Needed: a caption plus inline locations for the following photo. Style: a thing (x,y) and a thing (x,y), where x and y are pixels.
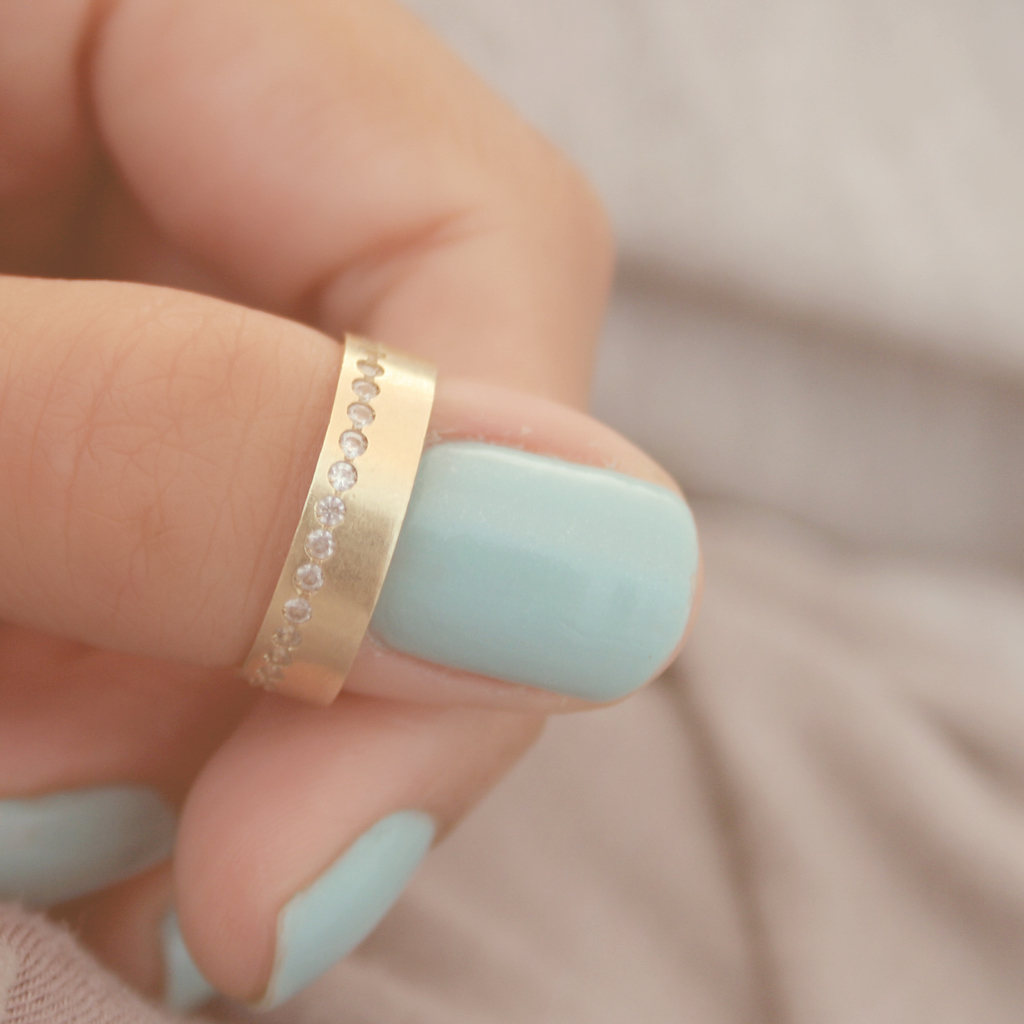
In this picture I can see the hand (495,445) of a person (595,343) with a ring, and there is blur background (915,82).
